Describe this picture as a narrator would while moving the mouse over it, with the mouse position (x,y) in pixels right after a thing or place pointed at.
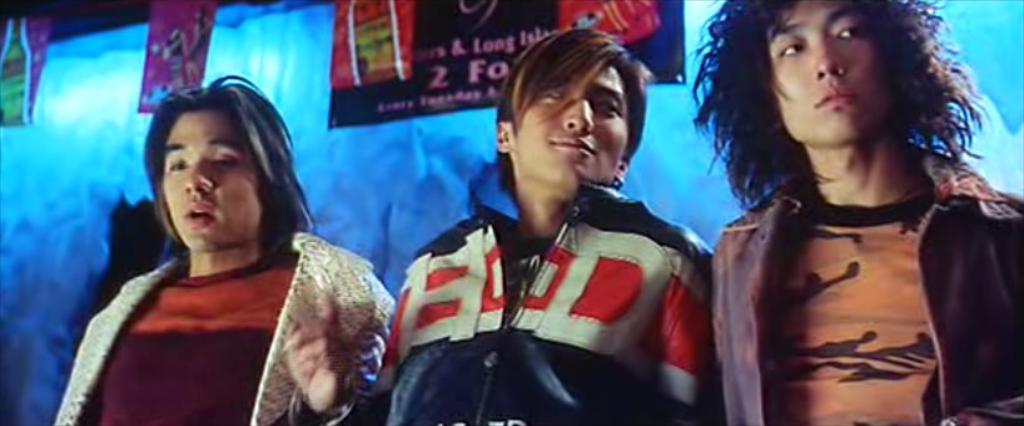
In this image we can see three people (540,155) standing and one smiling. In the background (364,68) there are boards (167,67).
